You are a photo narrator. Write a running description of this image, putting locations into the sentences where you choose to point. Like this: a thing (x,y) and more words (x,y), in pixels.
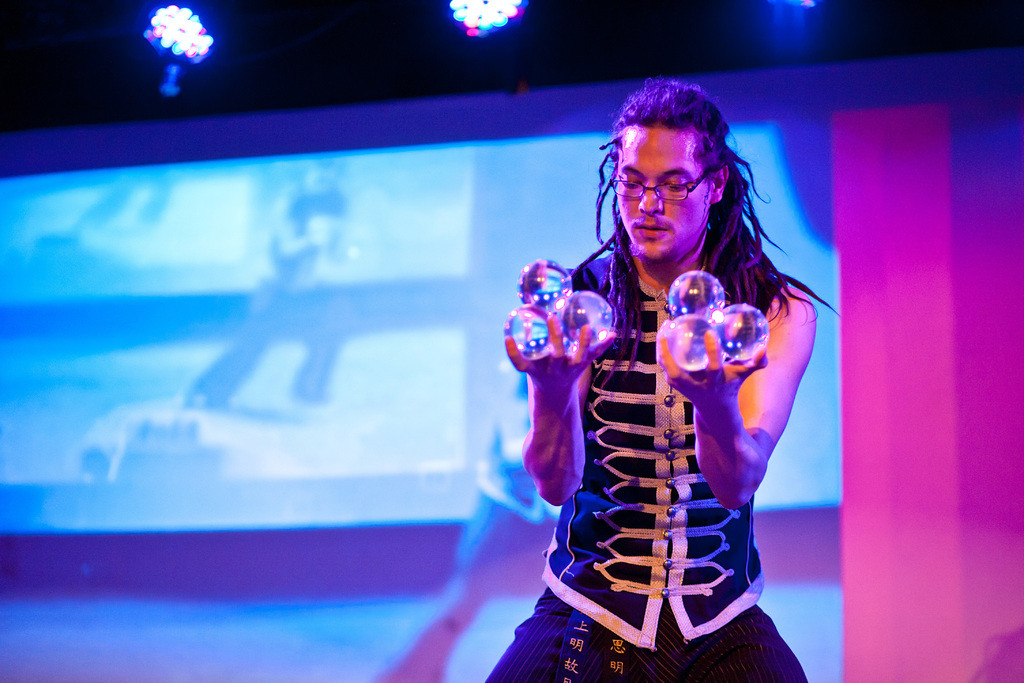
In this image I see a man (654,356) who is wearing white and black dress (618,437) and I see that he is holding things (591,309) in his hands (588,355). In the background (488,328) I see the screen (208,266) and I see the lights (519,4) and I see that it is dark over here.
